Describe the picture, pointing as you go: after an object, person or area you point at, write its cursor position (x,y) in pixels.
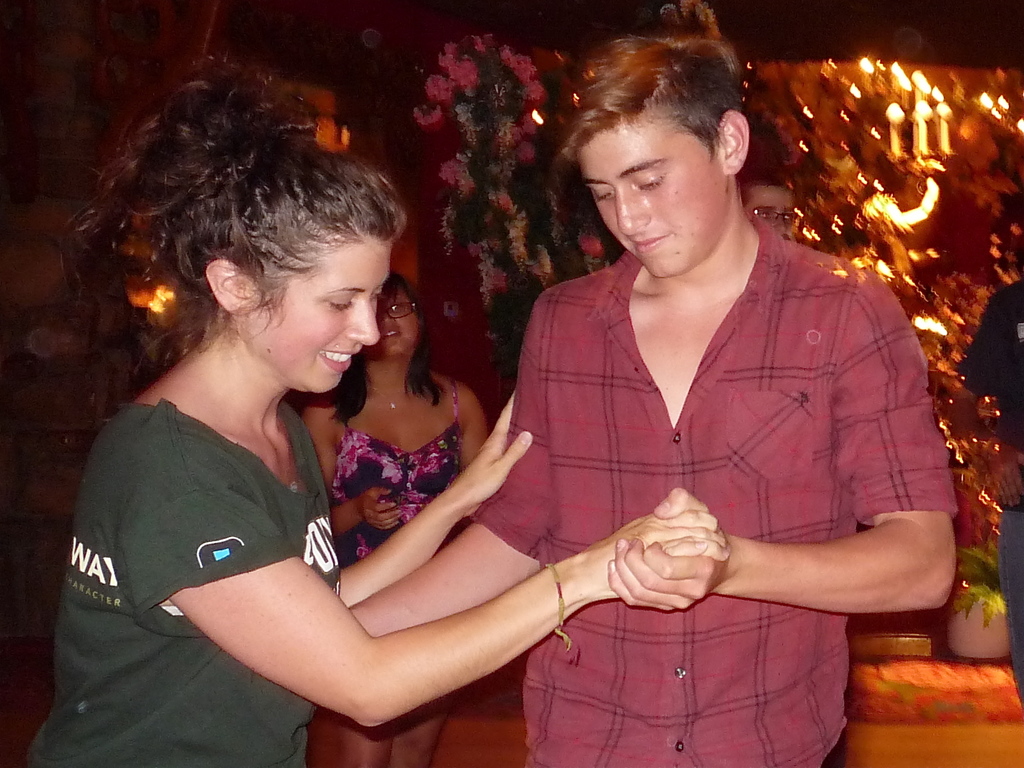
In the picture we can see a man (628,341) and a woman (211,499) holding a hand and dancing, behind them, we can see some people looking and for the walls (81,391) we can see some lights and flowers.
